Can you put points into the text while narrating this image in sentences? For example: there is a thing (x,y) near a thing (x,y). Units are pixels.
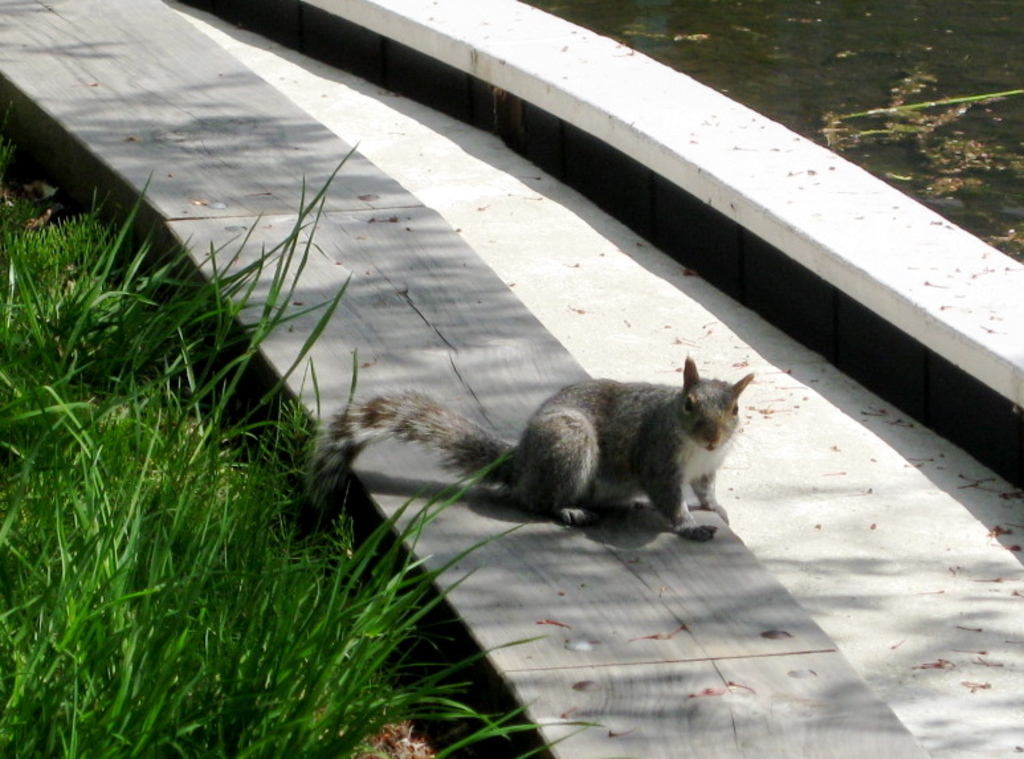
In this image we can see a squirrel (585,495) on the stone surface (955,579) and a water body (828,87) in the right top of the image (839,68). We can see the grass (153,542) in the left bottom of the image (121,600).
